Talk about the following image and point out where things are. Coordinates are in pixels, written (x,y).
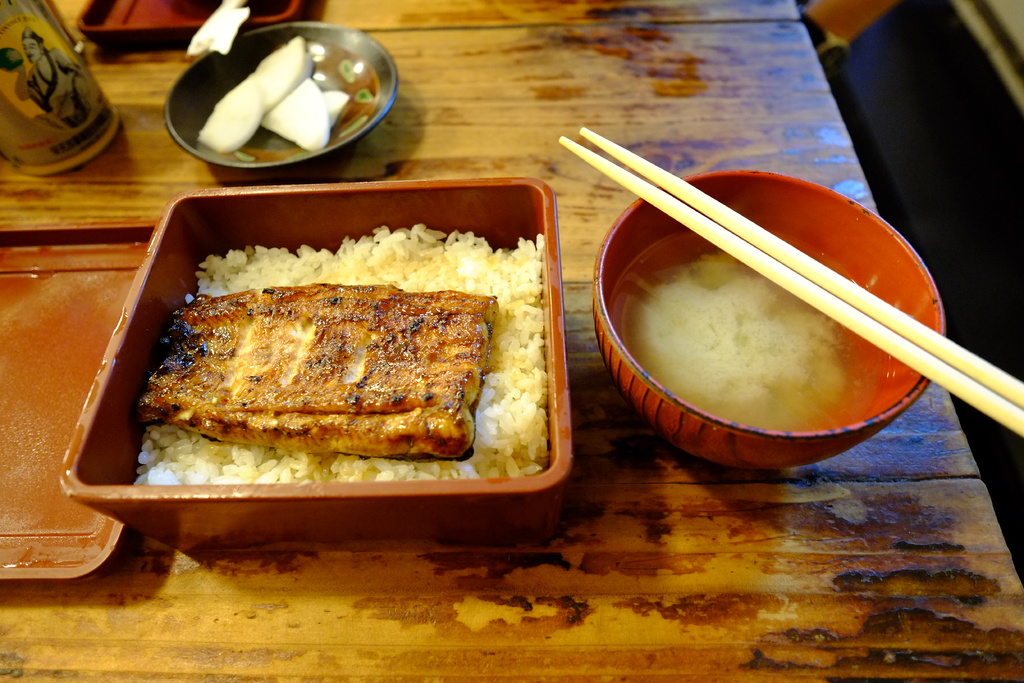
In this picture, this is a wooden table (619,597) on the table (564,62) there are bowl (769,440) with soup (712,351) on the bowl (710,412) there is a chopsticks (657,177) and on the table (267,593) there are food items (270,393) in boxes (145,509) and on plate (199,146) and also there are bottles (35,97).
